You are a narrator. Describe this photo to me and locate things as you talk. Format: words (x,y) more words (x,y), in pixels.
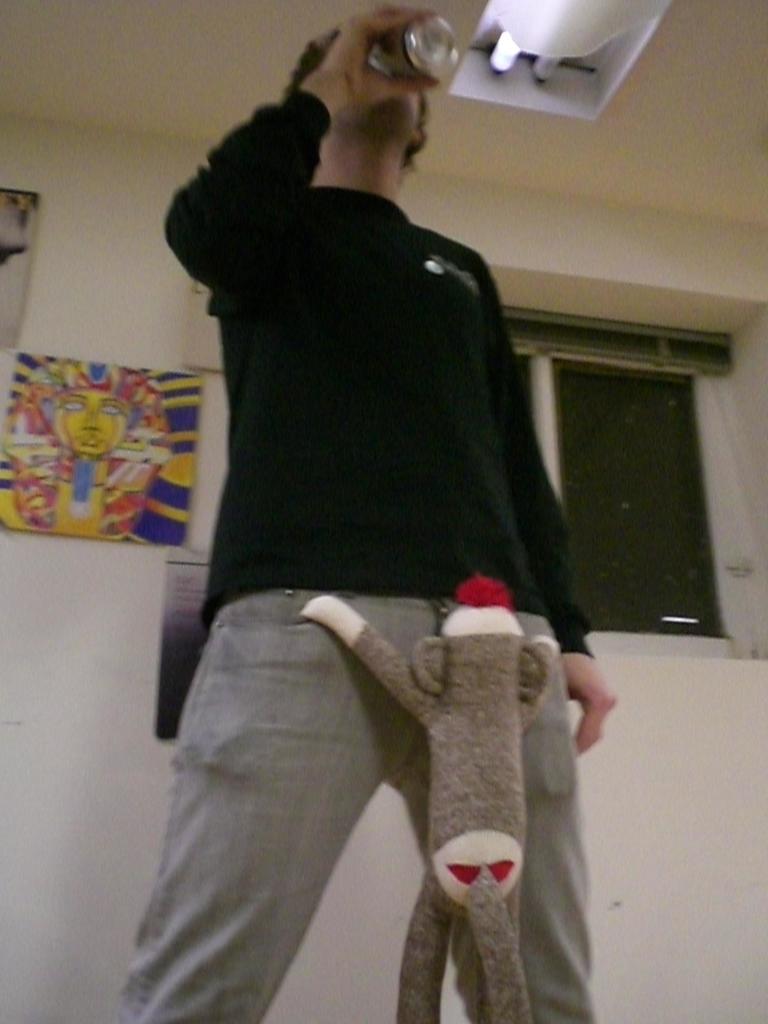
In this picture there is a person (308,461) standing wearing a black color T shirt (357,412). He is drinking. We can observe a toy (491,882) which is in grey color. In the background (114,399) there is a photo frame (109,425) fixed to the wall (115,291). On the right side (584,506) there is a window (610,476).
